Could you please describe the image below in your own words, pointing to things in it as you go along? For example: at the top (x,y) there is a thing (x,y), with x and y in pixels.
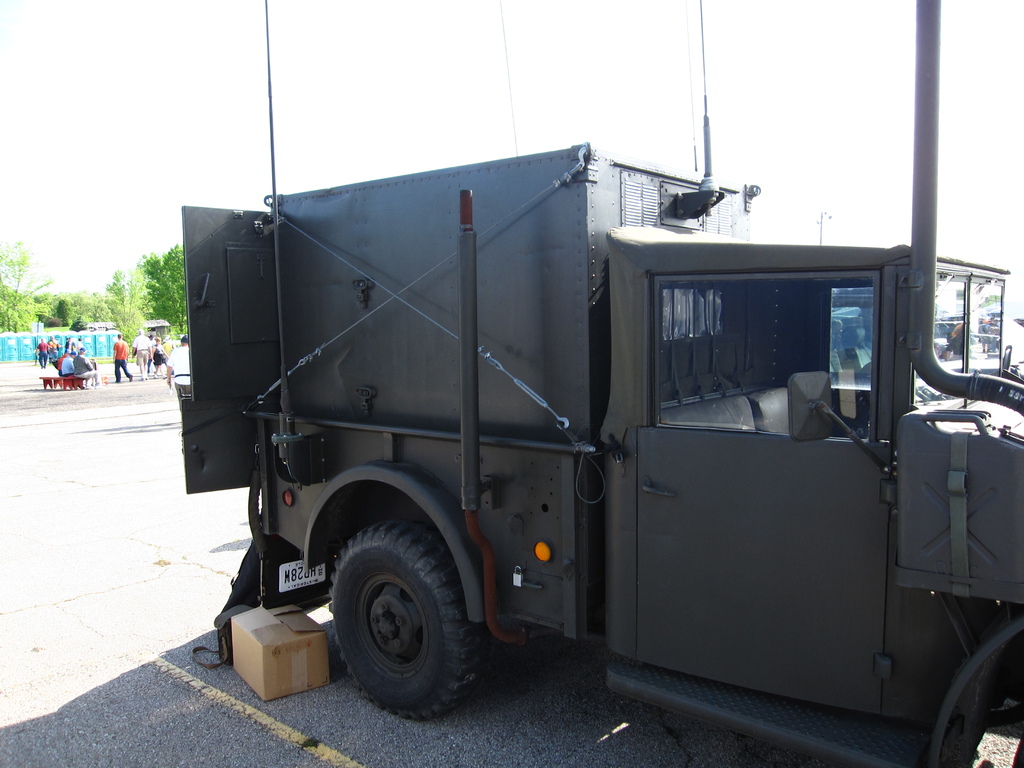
In this image we can see a vehicle (697,309) and box (244,646) on the road (400,726). And there are a few people (79,369) sitting on the bench (73,382) and a few people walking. There are trees (131,285) and sky (157,90).
